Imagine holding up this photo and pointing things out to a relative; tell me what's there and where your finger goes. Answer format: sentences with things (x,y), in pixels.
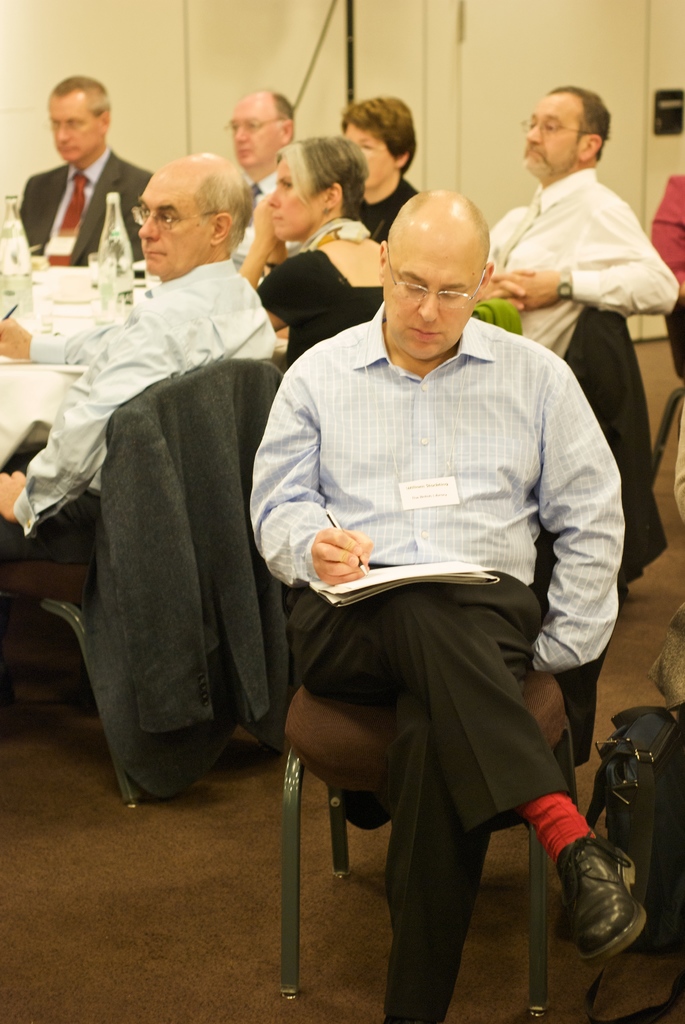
In this image there is a group of person (268,215) who are sitting around the table (30,406). on the table (22,398) there are two bottles (8,235), plates (81,295) and is covered by a cloth (25,414). This person (416,450) who is sitting on the chair (319,735) is writing something on a book (326,585) with a black pen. On the bottom right corner (605,790) there is a black bag (664,823).
